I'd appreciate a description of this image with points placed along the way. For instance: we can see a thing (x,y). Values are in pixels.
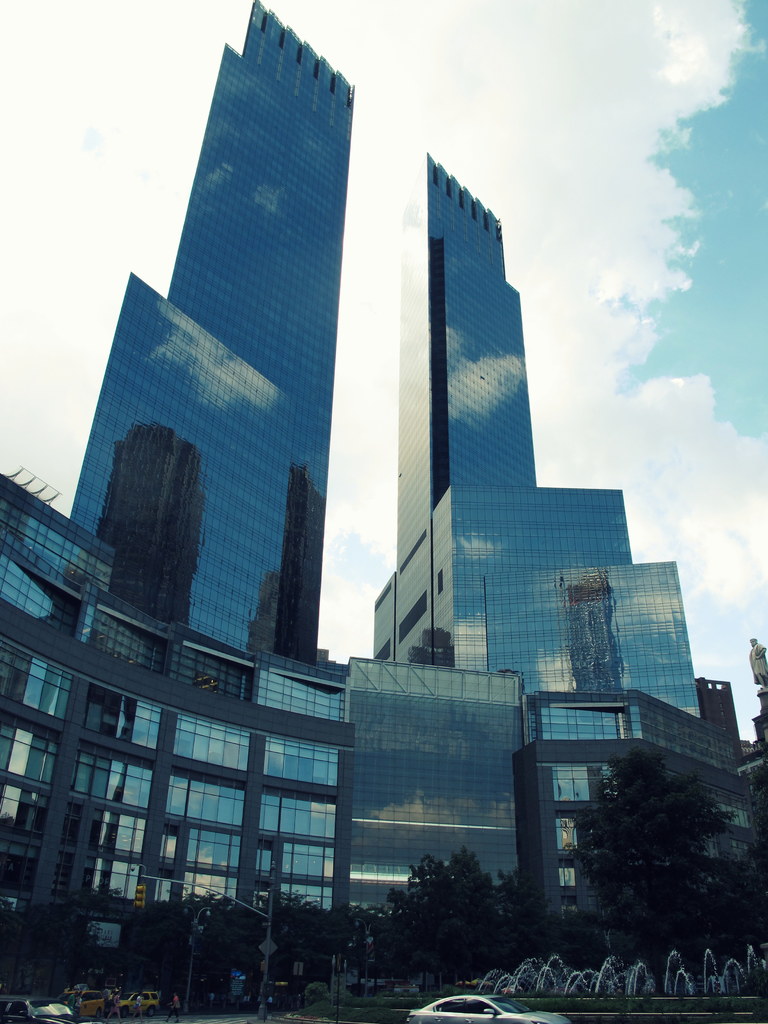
In this image I see the buildings (682,761) and I see cars (435,1013) over here and I see few people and I see the pole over here and I see number of trees (496,900) and fountains (722,977). In the background (601,199) I see the cloudy sky (601,199) and I see a statue (762,661) over here.
